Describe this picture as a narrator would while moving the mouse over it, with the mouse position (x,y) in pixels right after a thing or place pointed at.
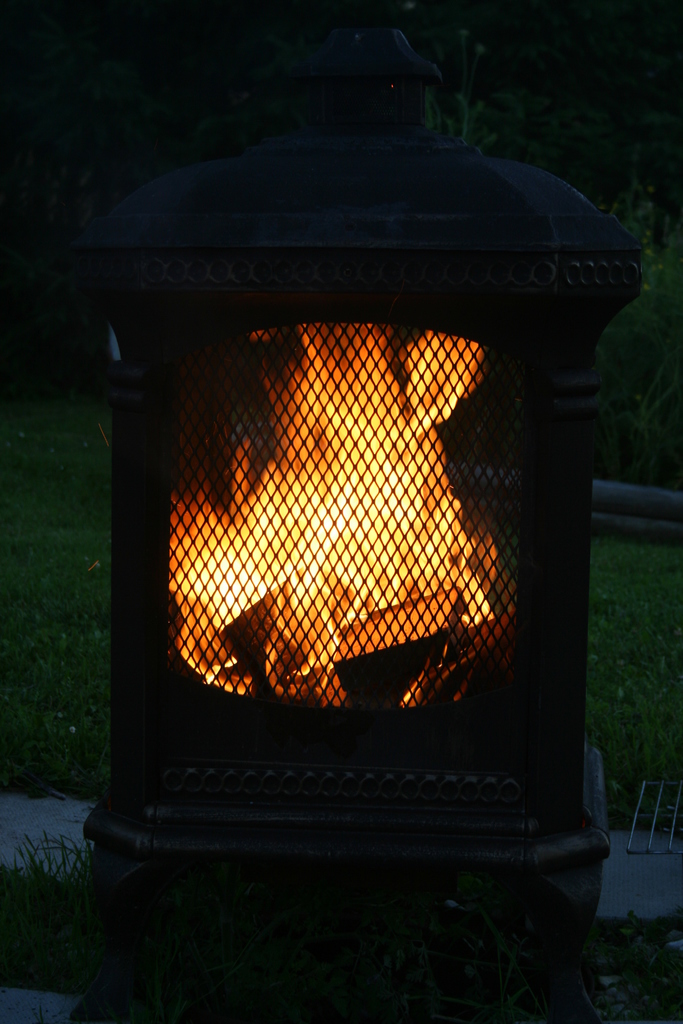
In this picture we can see fire place (459,502), in the background (631,616) we can find grass (619,461) and trees (556,110).
